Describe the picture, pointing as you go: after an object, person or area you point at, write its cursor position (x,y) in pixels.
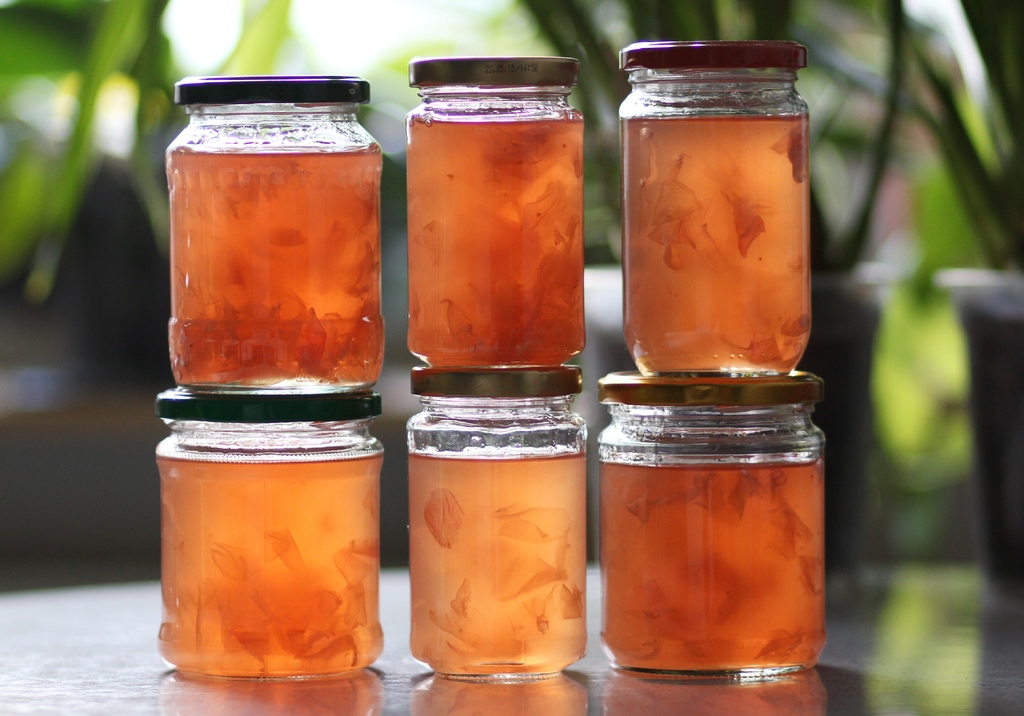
This six jars (695,425) are highlighted in this picture.
